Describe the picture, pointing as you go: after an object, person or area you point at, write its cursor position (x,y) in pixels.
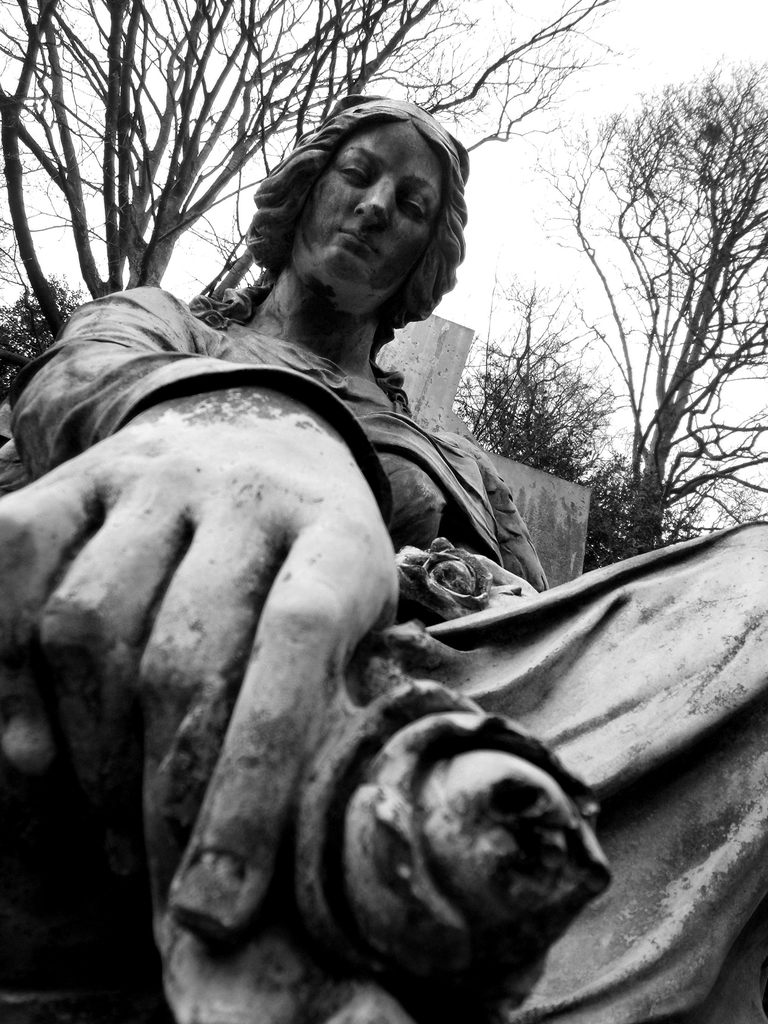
In this image I can see the statue (155,469), background (627,309) I can see the trees (496,426) and the sky (551,264) and the image is in black and white.
